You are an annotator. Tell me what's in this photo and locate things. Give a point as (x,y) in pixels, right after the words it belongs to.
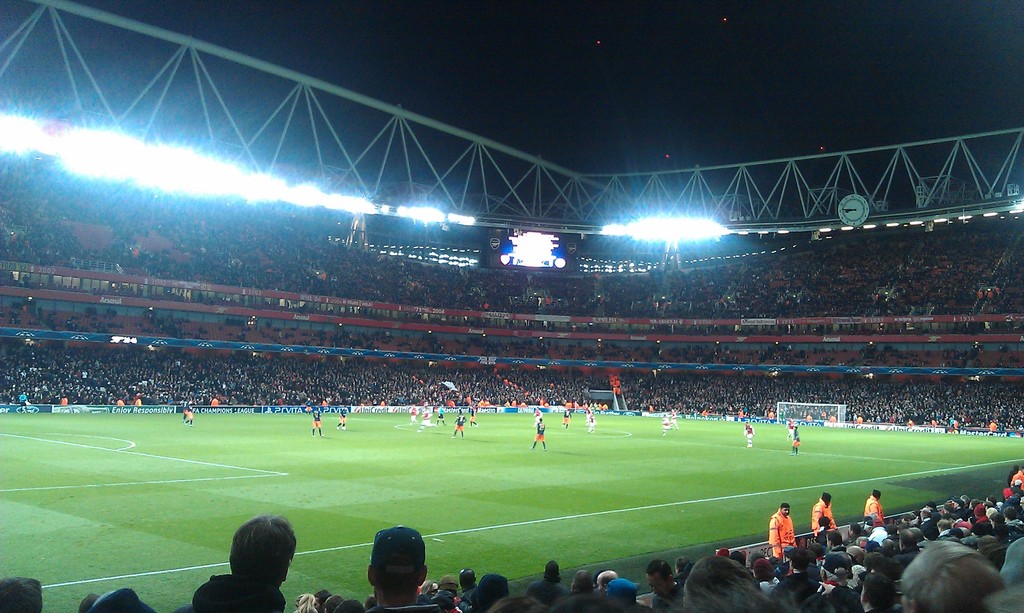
The image is taken in the stadium (204,432). In the center of the image (589,408) we can see people (752,436) are playing football. In the background (177,395) there is crowd (776,299). At the top (167,188) there are lights (681,216).
